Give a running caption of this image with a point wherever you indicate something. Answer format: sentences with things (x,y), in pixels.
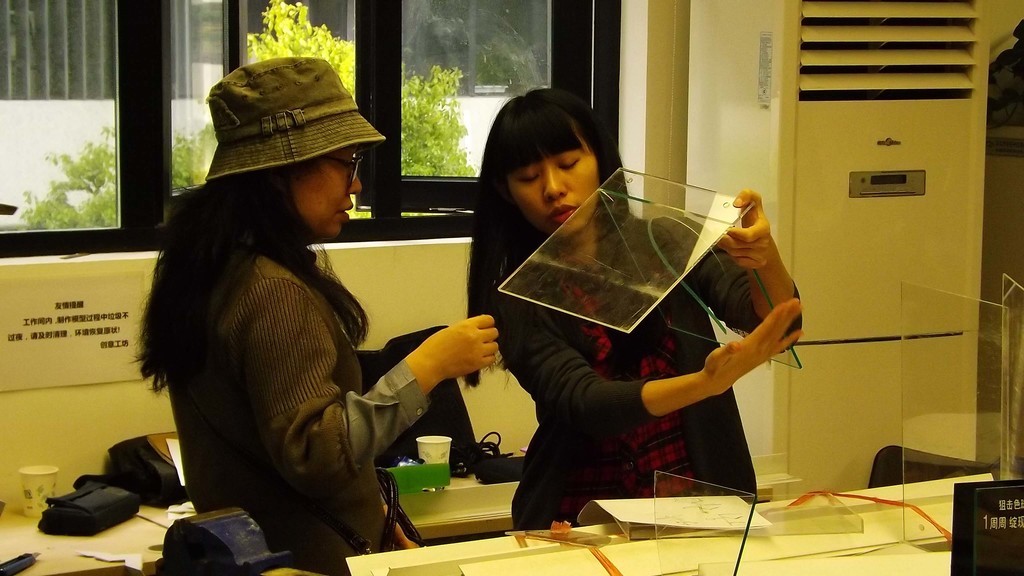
In this image we can see two persons (362,404) wearing green and black color dress (346,381) respectively, person (260,311) wearing green color dress (292,307) also wearing cap (304,152) and a person (633,342) wearing black color dress (575,331) holding some glass material (638,250) in her hands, in the foreground of the image (505,553) there are some glass materials (764,504) on table (684,542) and in the background of the image (59,511) there are some bags (89,503), wallets (105,502), cups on table (157,508), there is window (402,100) through which we can see some trees (429,124) and on right side of the image (803,175) there is air conditioner (856,247).
